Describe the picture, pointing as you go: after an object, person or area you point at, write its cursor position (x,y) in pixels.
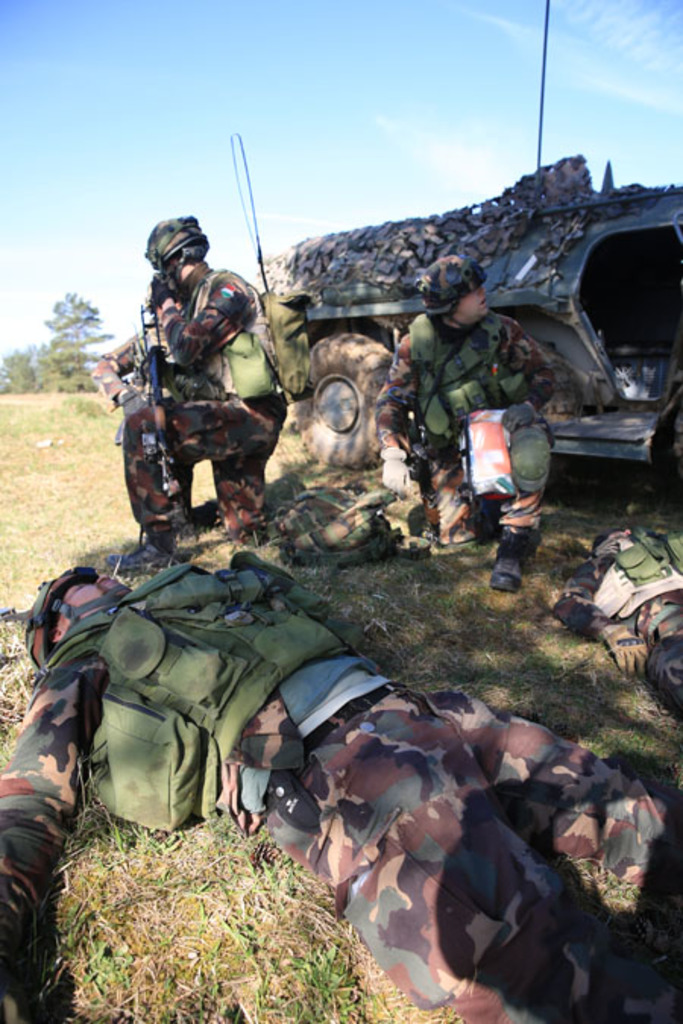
In the foreground of this picture (413,746), there are men (593,621) on the grass (531,691). In the background (557,242), there is a military tank (424,265), tree (59,360), grass (94,410) and the sky (180,197).
